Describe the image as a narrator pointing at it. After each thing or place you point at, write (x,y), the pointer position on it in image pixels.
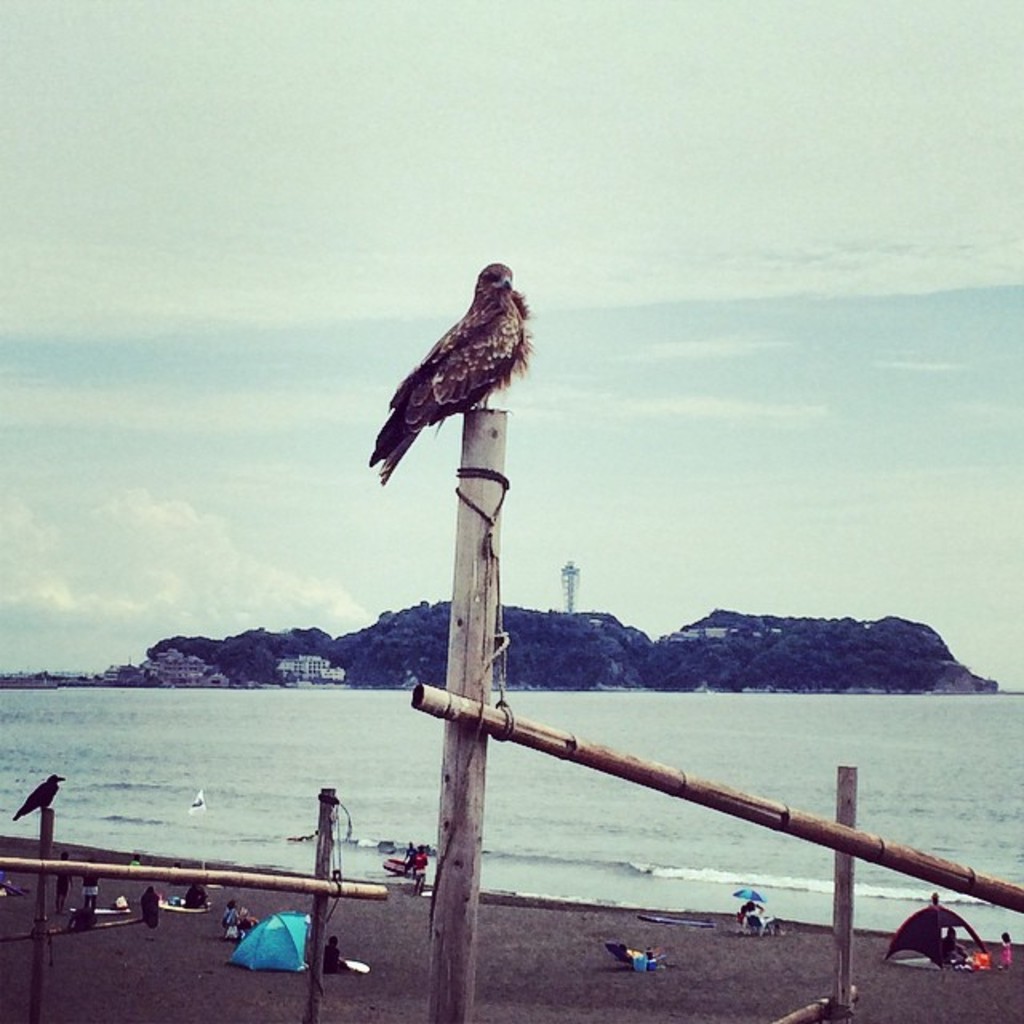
In this image we can see the lake (825,753), mountains (702,671), some objects (665,638) on the mountains (602,683), one antenna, two objects (321,679) near the mountains (276,676) looks like boats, some objects (98,674) near the mountains (779,646) on the left side of the image (120,680), one flag (190,806) with pole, some objects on the ground (499,959), some objects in the water (408,798), one umbrella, two tents (282,962), some wooden poles (435,973) with threads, some people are sitting, few people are standing, few people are walking, one girl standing on the right side of the image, two birds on the wooden poles (41,888) and at the top (456,261) there is the cloudy sky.
